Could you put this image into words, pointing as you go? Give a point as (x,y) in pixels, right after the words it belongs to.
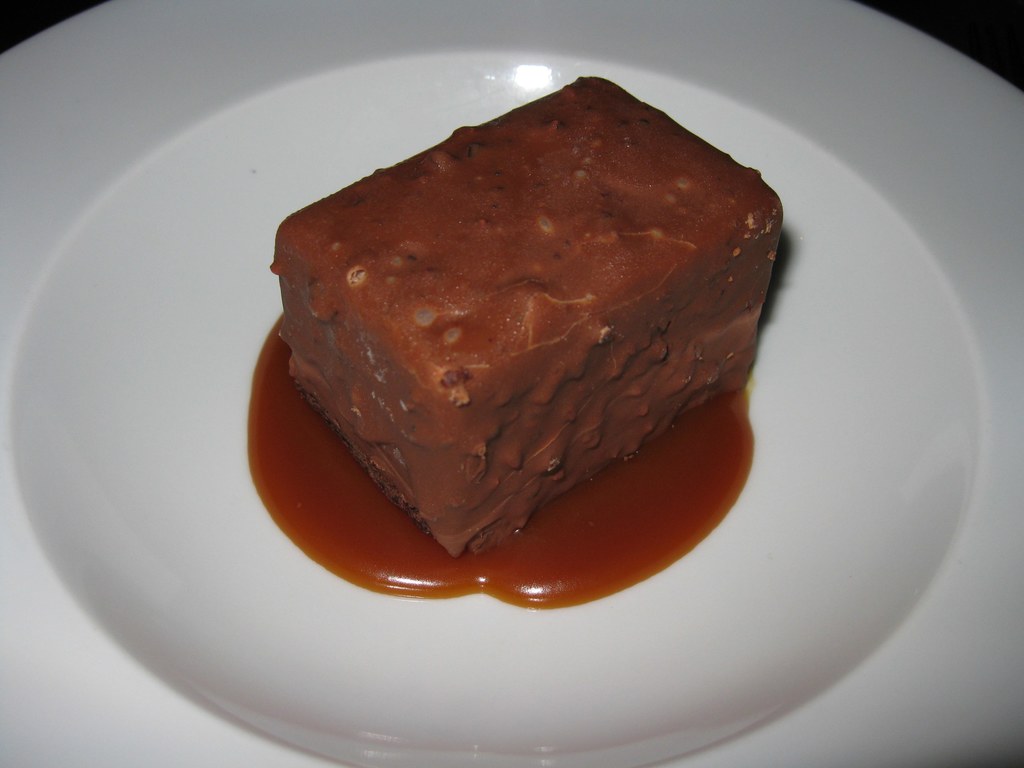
In the center of the image (493,380), we can see a dessert (305,357) on the plate (243,518).
